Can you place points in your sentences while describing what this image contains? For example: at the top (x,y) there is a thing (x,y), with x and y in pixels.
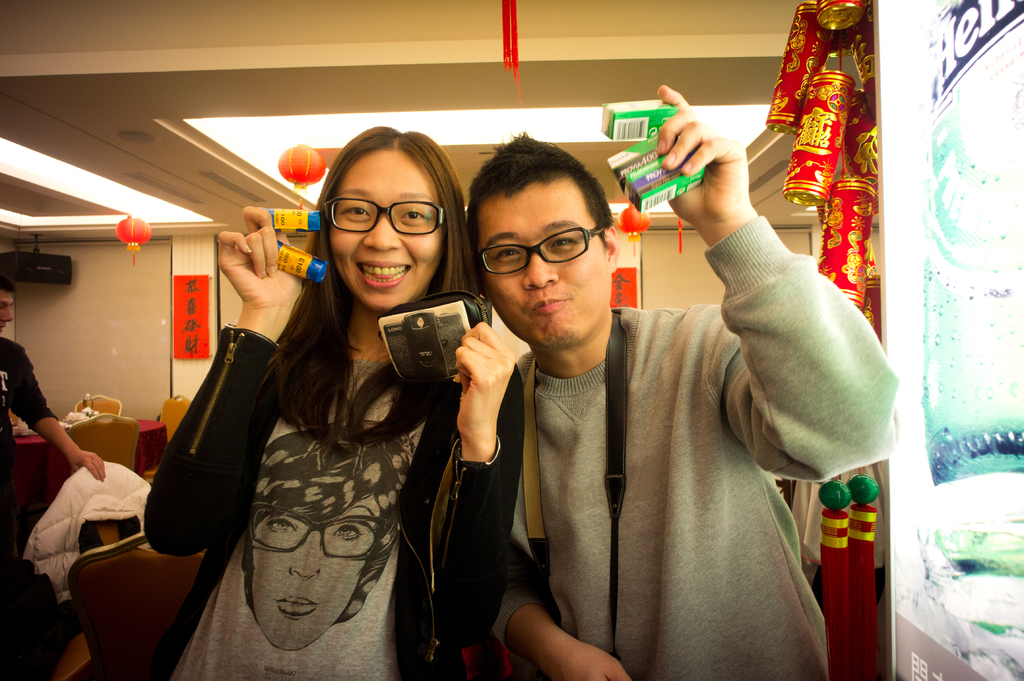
In this picture there is a man (706,476) standing and holding the objects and there is a woman (410,580) standing and holding the objects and she is smiling. On the left side of the image (139,632) there is a person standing and there are tables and chairs (76,666) and there is a jacket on the chair (80,608). At the top (62,173) there are lights (454,116). At the back (127,262) there are boards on the wall (83,299). On the right side of the image (1013,592) there is an object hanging and there is a board (934,236).
